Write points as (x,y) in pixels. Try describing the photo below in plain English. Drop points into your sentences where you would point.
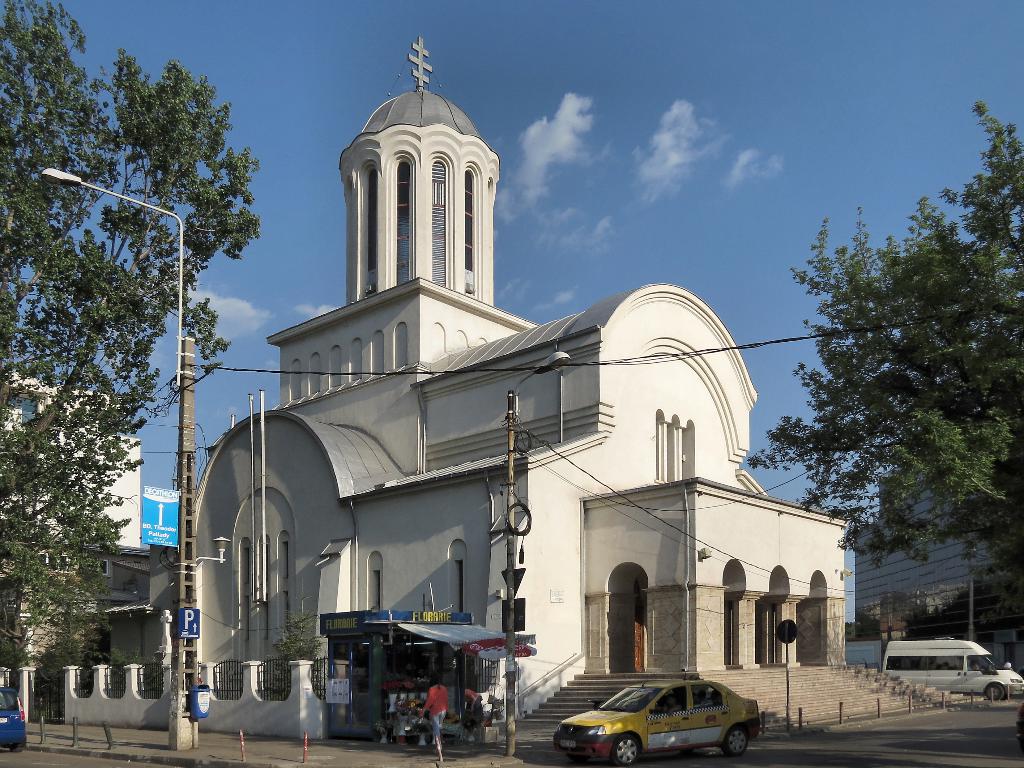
In this image we can see parish building (447,480) of white color there are some trees (55,233), street lights (177,719) and some vehicles (675,719) moving on the road (966,716) there is shop (368,669) in front of parish (486,432) and in background of the image (299,186) there is clear sky (311,212).
